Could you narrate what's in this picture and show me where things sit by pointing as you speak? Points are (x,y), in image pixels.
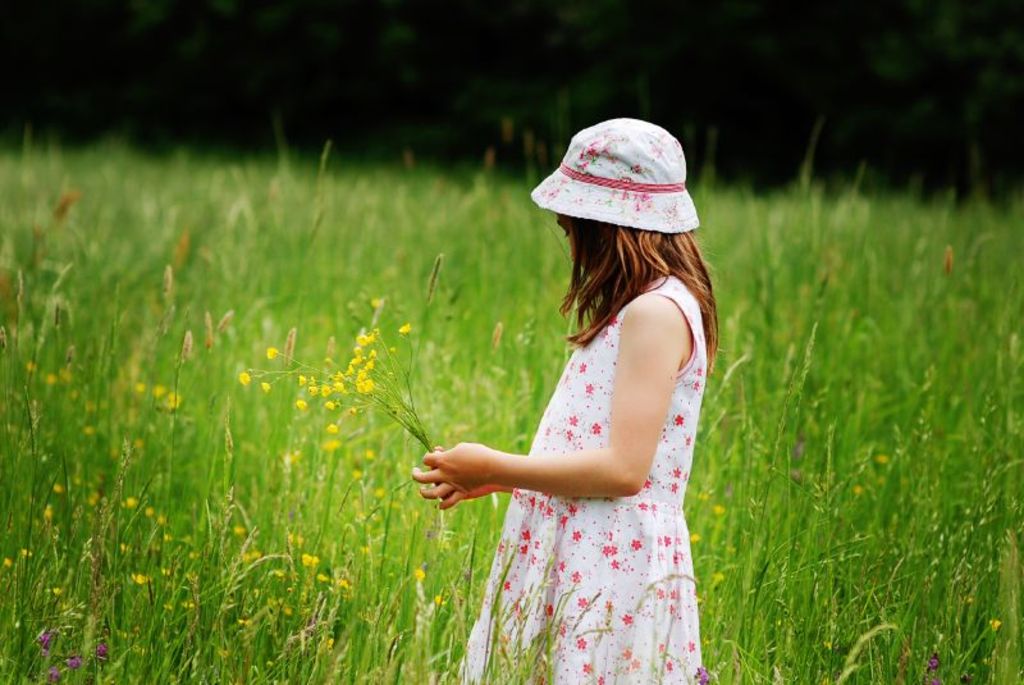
In this image we can see there is a girl (618,378) wearing a hat (634,222). There are plants (791,58).
